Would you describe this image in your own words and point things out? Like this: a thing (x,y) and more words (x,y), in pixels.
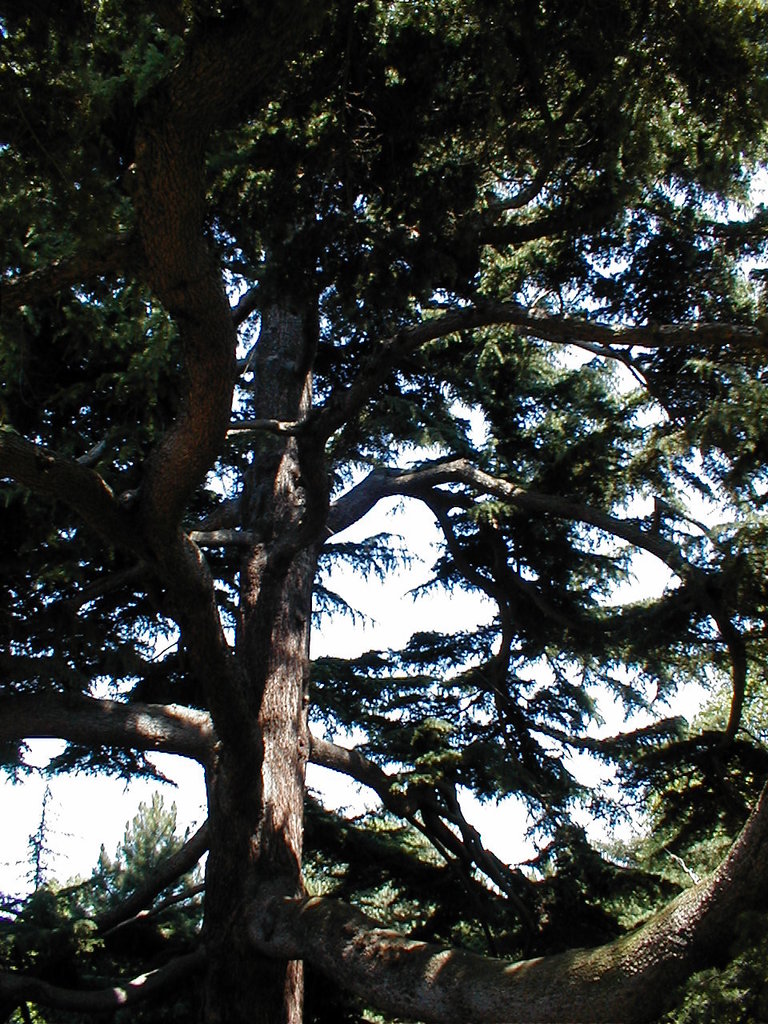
In this picture there are trees (330,344) around the area of the image.
